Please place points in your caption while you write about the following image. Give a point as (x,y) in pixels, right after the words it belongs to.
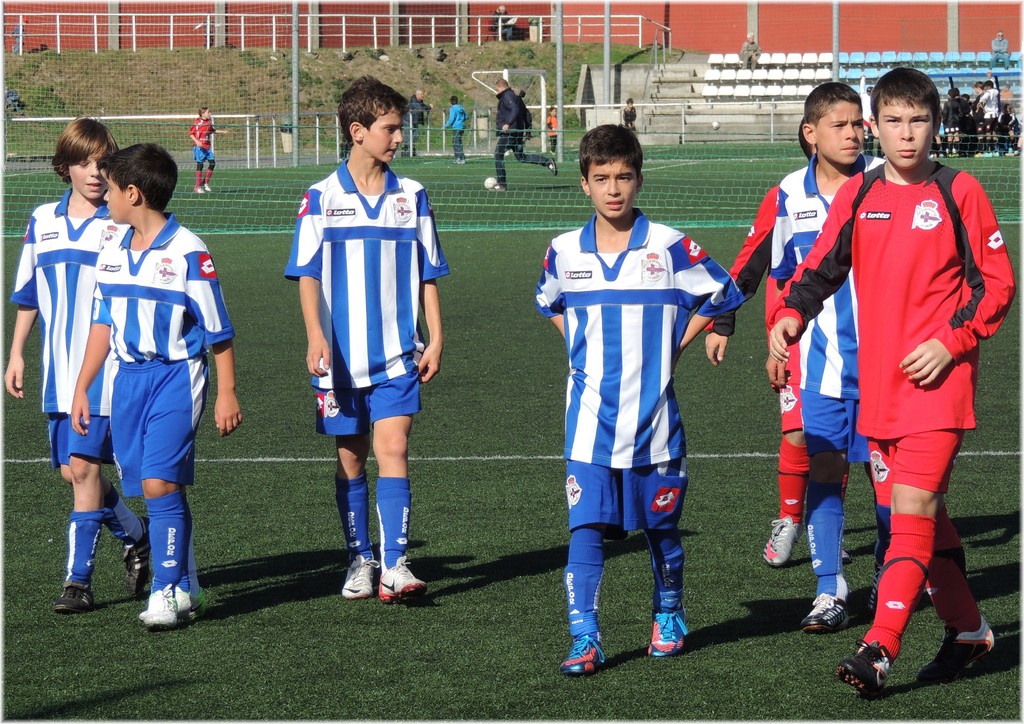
In this image, I can see group of boy (723,270) walking. I think this is the football ground (521,266). I can see sportsnet (491,166). Here is the man (508,142) playing football. I can see group of people (969,111) standing. These are the poles (562,152). I can see two people (1001,53) sitting on the chairs (786,71). This is the wall (703,25).
